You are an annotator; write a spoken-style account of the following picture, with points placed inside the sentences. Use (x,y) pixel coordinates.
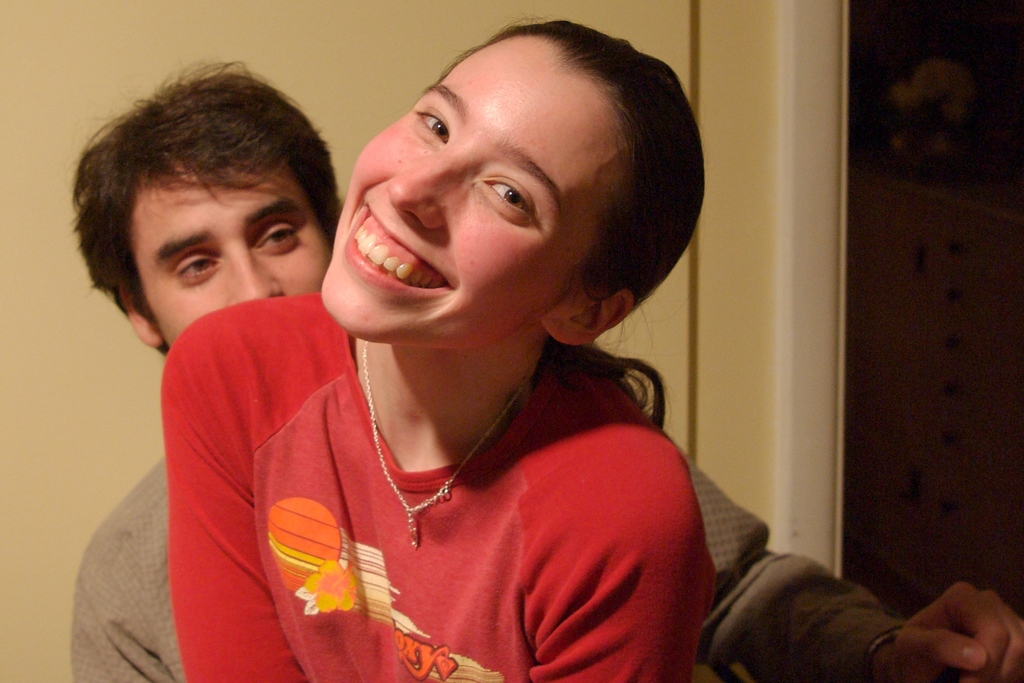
In the center of the image (458,421) we can see two persons (436,545) are in different costumes (440,571). Among them, we can see one person (547,507) is smiling. In the background (765,298) there is a wall (759,25).
